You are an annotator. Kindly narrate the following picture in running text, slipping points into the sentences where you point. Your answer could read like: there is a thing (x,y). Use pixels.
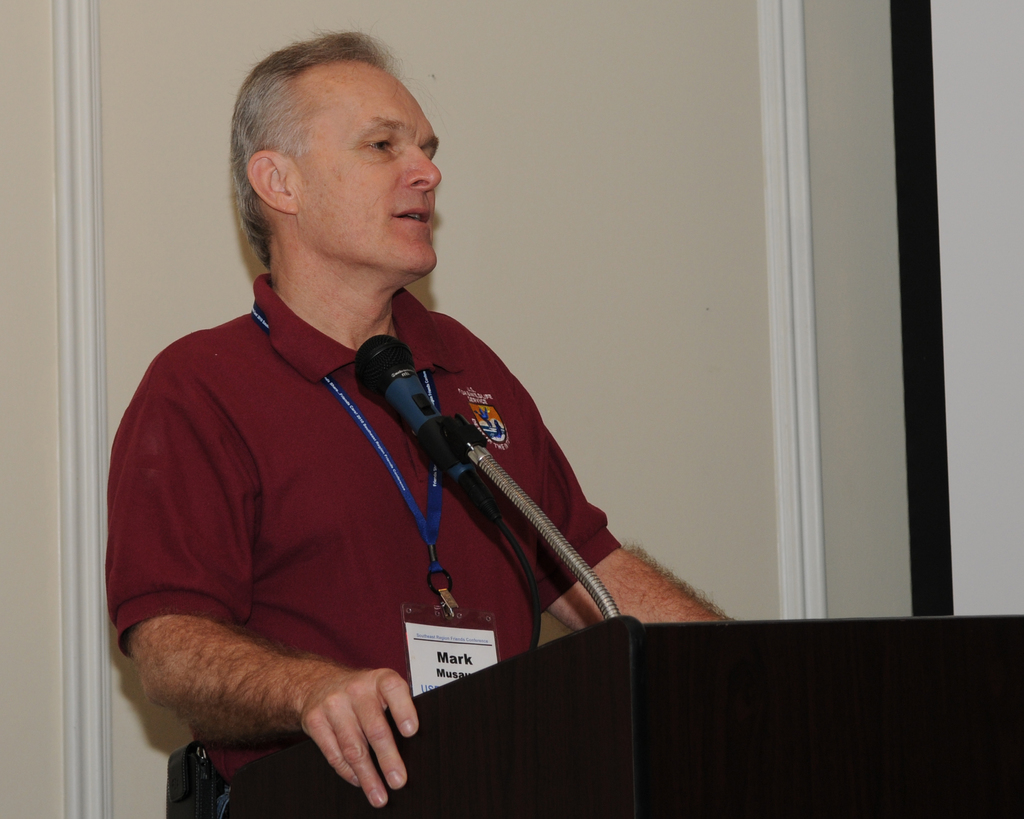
In this image I can see a man (189,453) is standing and I can see he is wearing a maroon colour t-shirt (390,484) and an ID card (459,677). In the front of him I can see a podium (708,673) and on it I can see a mic (417,402). I can also see something is written on the ID card (475,655).
